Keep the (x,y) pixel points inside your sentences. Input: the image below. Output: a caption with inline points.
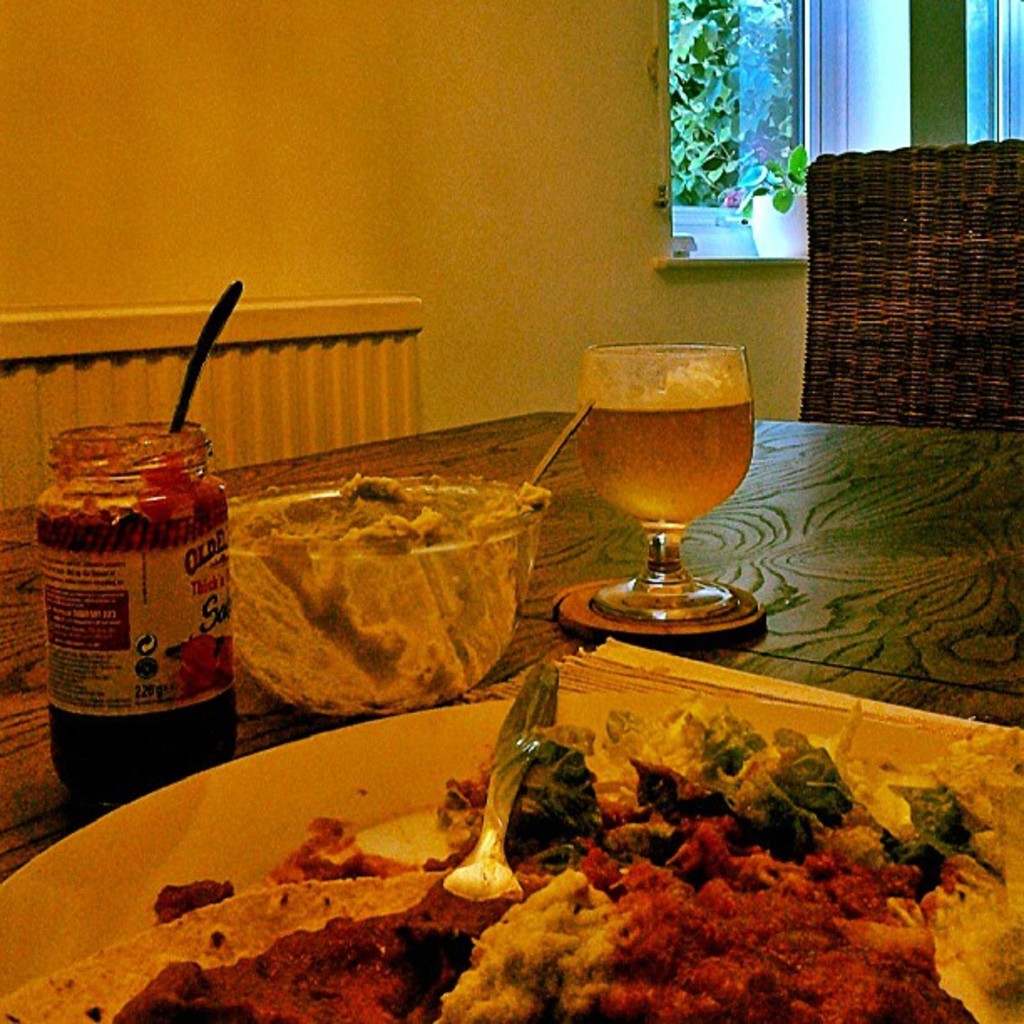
It's a dining table (946,560). There is a plate (686,830) wine glass (681,579), glass jar (217,664) this is a window (734,216) outside this there are trees (686,58).
